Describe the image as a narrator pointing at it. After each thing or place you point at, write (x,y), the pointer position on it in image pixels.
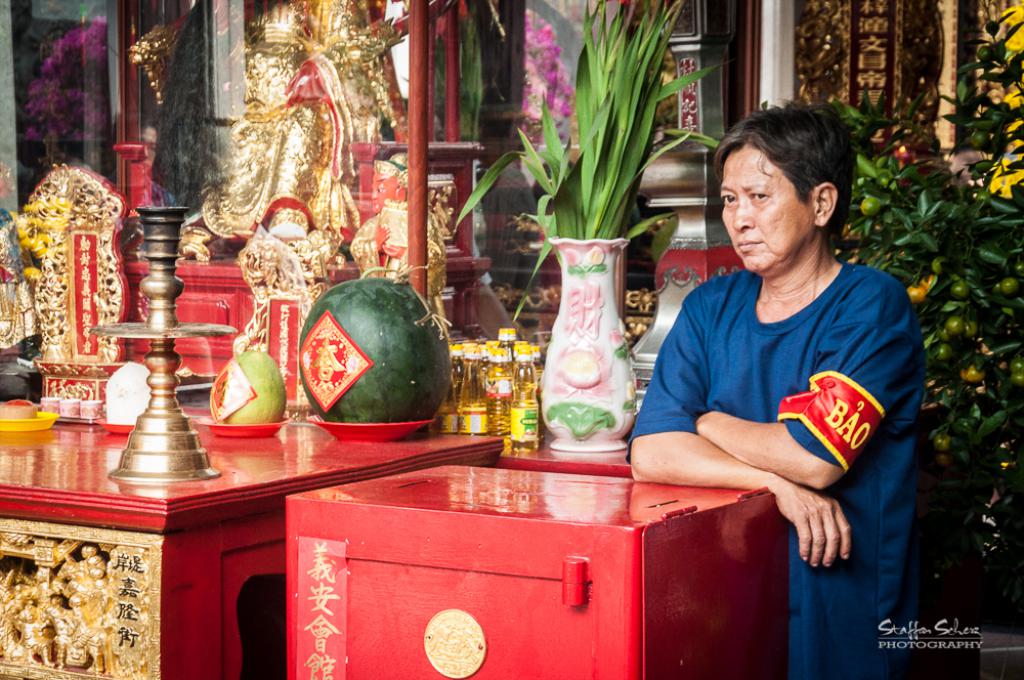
In the image we can see there is a person (823,377) who is standing and in front of her there is red colour box (492,558) and beside her there is fruits (405,320) in a plate (319,418), oil bottles (497,407), vase (582,373) in which there are plants (633,40) kept and there is a statue of a person (320,41).
